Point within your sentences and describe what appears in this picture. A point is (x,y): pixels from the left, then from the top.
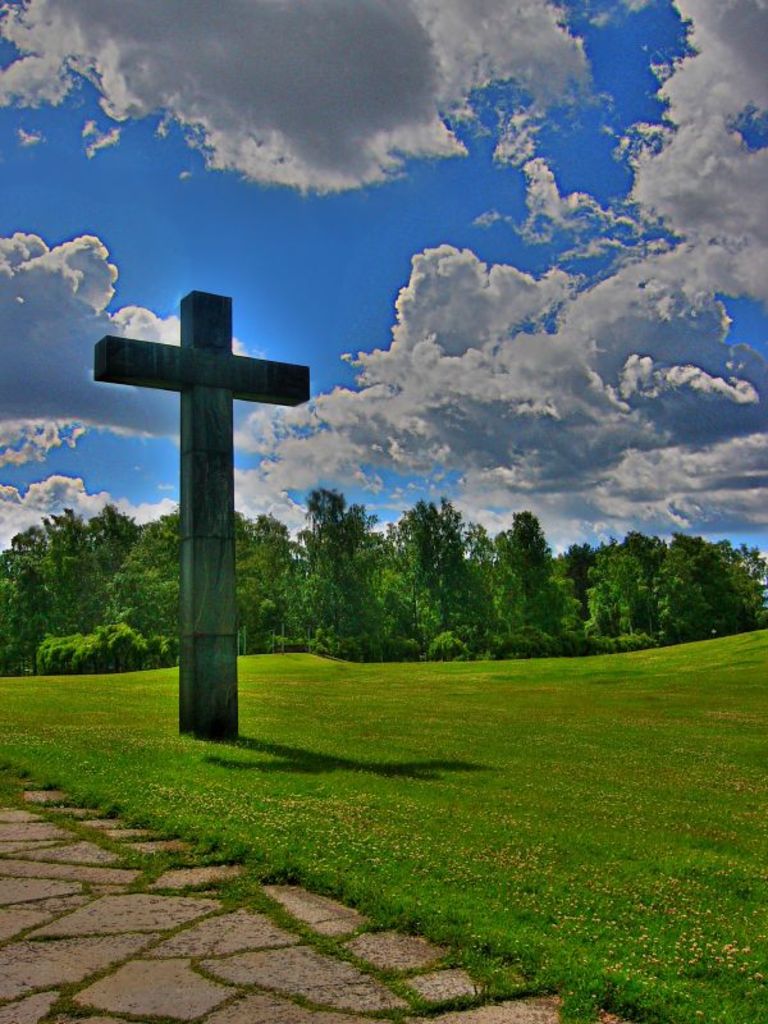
In this image we can see the cross statue (187,435) and we can see the grass (30,684) on the ground (60,926) and there are some trees (373,523) in the background (655,598) and at the top (708,275) we can see the sky (276,247) with clouds (734,268).
